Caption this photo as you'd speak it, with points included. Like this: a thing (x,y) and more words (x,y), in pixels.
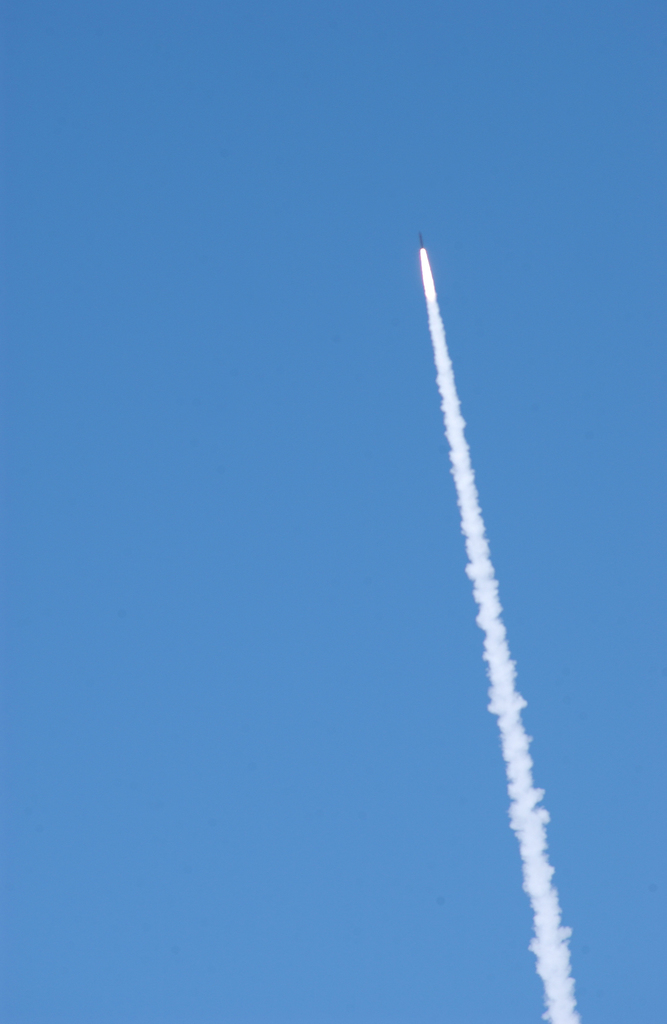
In this image there is a rocket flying and there is fog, in the background (492,456) there is sky (210,763).
